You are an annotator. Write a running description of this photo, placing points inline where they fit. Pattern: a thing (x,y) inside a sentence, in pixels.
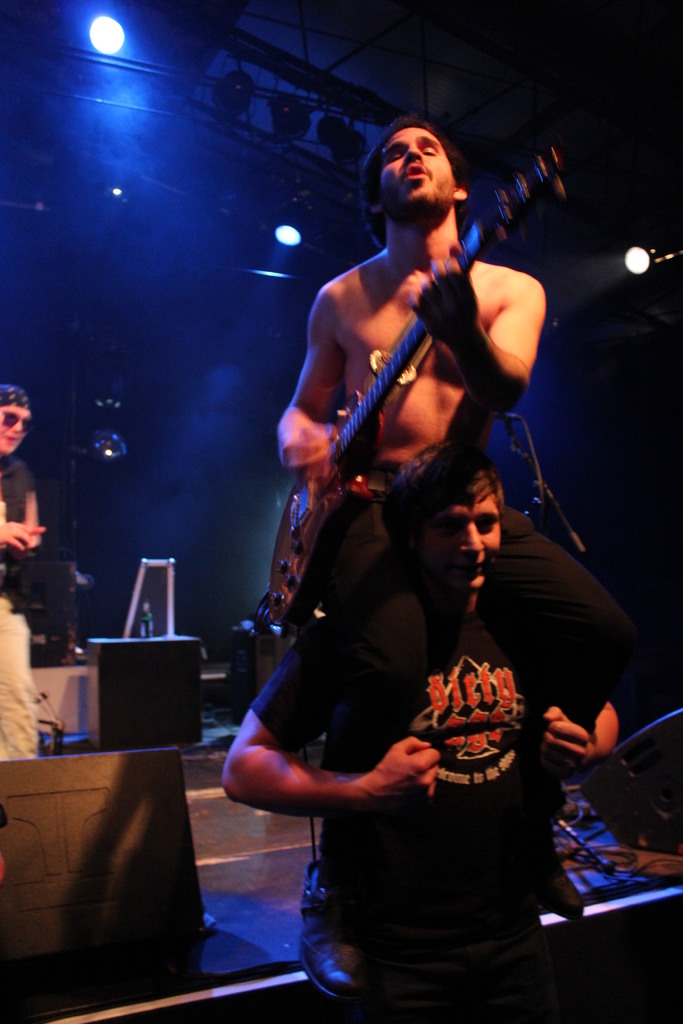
This person (421,263) is sitting on the other person shoulders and playing guitar (379,397). These are focusing lights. On this sound box (170,649) there is a bottle (146,616). Left side of the image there is a person (16,465).
